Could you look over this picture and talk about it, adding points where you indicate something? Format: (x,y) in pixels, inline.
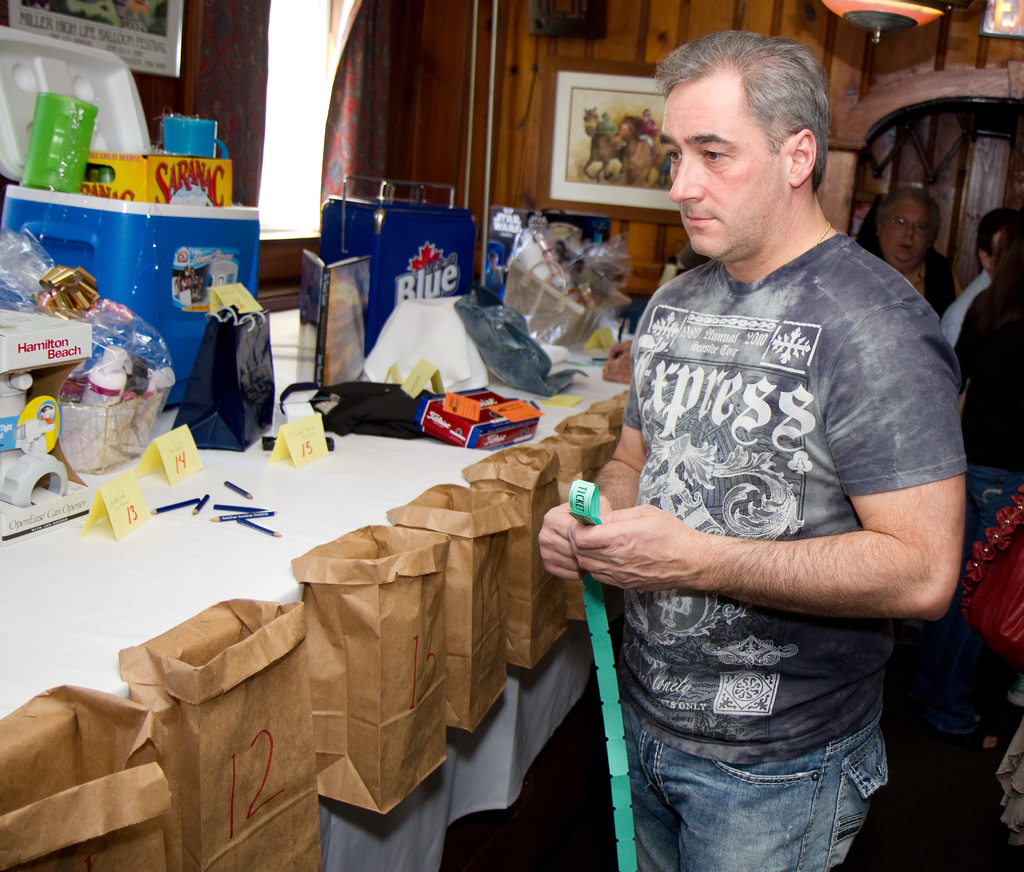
In the image in the center (629,562), we can see one person (784,433) standing and holding some object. In front of him, there is a table (350,446). On the table (338,458), we can see paper bags (77,710), pens (202,507), plastic covers (123,391), boxes (80,345), containers (118,366), banners (176,455) and few other objects (314,371). In the background (750,17) there is a wall (459,40), photo frames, lights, few people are standing etc.
